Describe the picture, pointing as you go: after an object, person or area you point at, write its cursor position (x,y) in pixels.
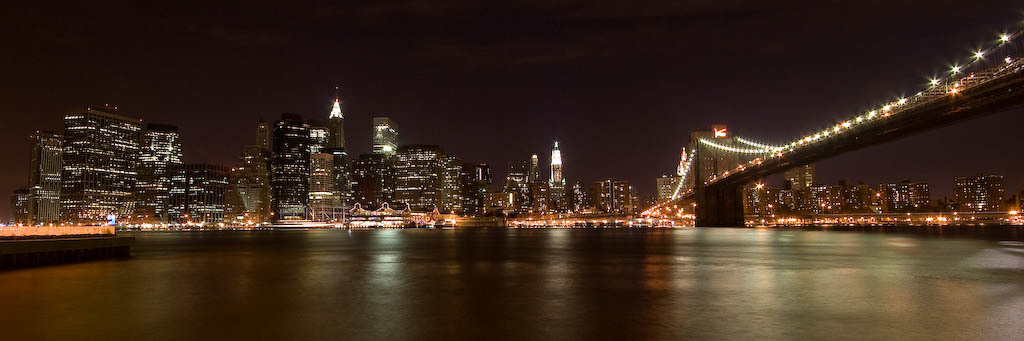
In this image in front (627,276) there is water (638,266). In the background of the image (358,191) there are buildings (453,182), lights (753,162) and sky (450,52). On the right side of the image (721,209) there is a bridge (887,105).
